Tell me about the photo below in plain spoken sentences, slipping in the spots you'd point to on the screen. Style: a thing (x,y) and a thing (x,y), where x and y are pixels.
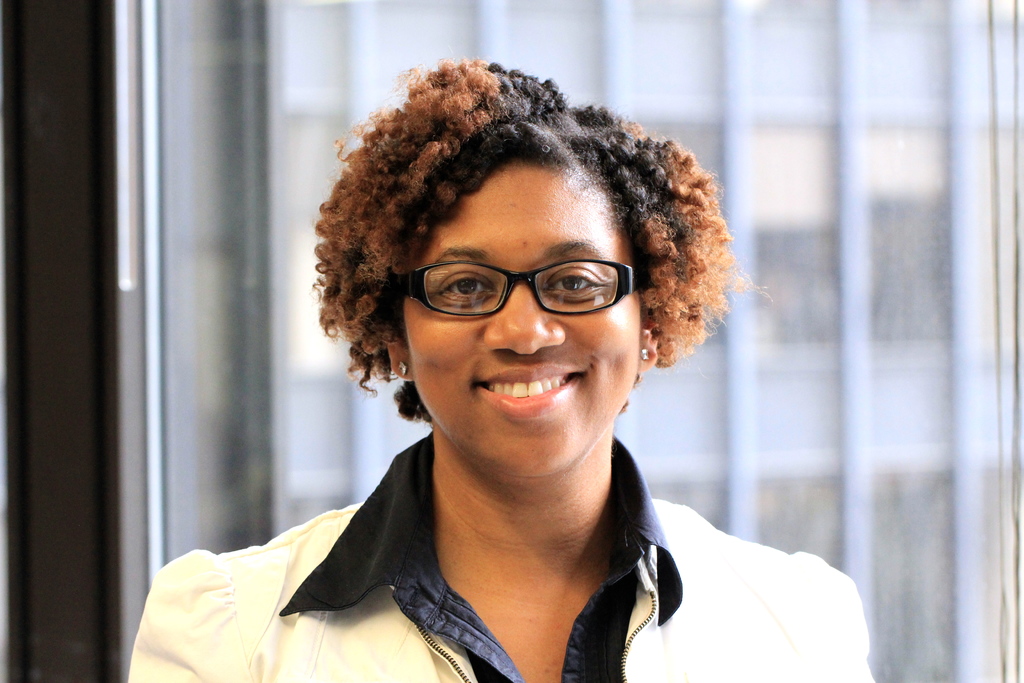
In this image I can see a woman (599,488) is laughing, she wore white color coat (423,642), black color spectacles (599,282).
